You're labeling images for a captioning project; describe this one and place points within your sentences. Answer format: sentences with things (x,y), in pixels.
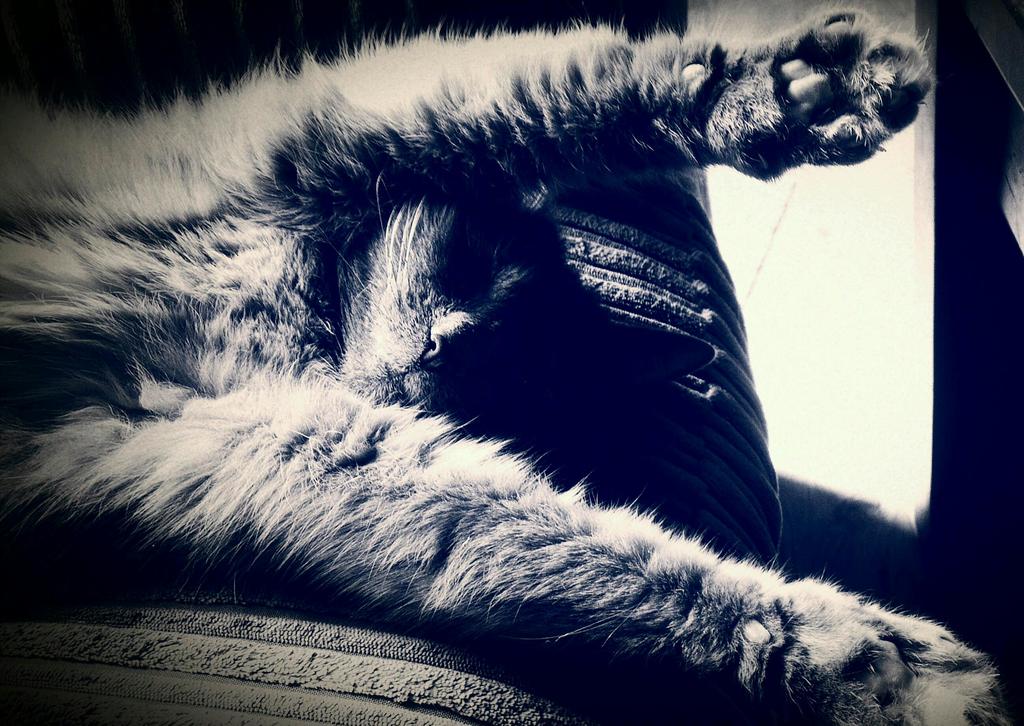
The image is in black and white, there is a cat (703,86).
